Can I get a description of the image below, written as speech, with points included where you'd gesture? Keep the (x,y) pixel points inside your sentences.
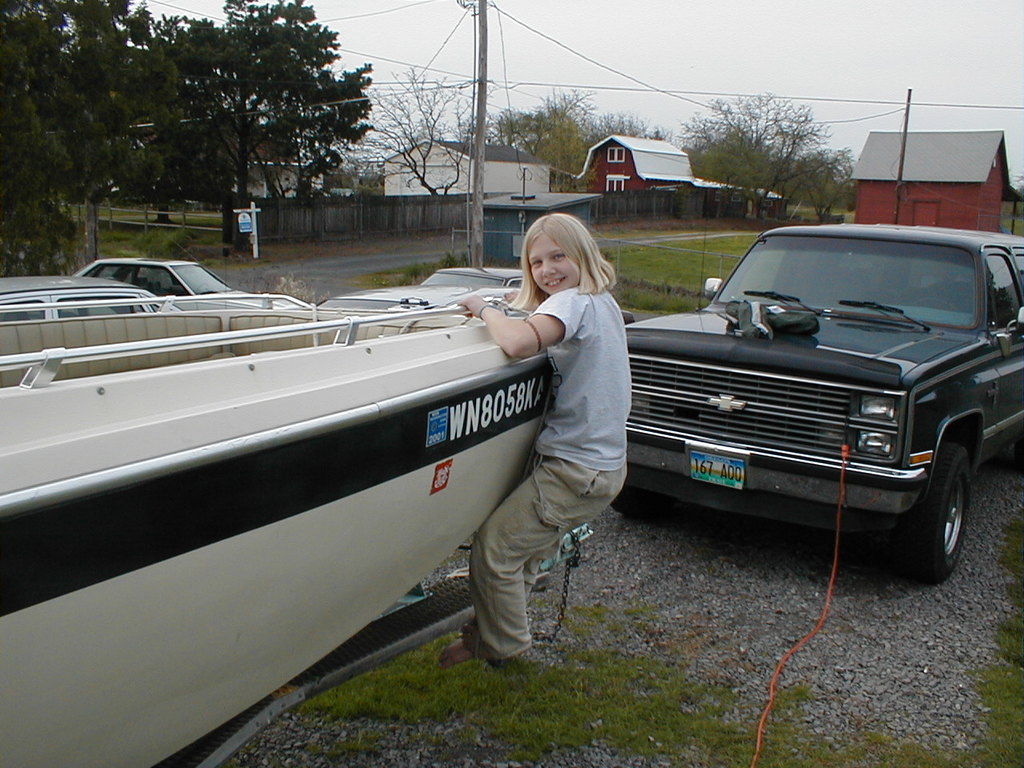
In this image I can see one person (577,416) holding the boat (299,482). To the side of the boat (364,356) I can see many vehicles (761,416). In the background (477,242) I can see the pole (479,209), board (244,213), many trees (297,184) and houses (678,185). I can see the sky (563,70) in the back (813,54).
